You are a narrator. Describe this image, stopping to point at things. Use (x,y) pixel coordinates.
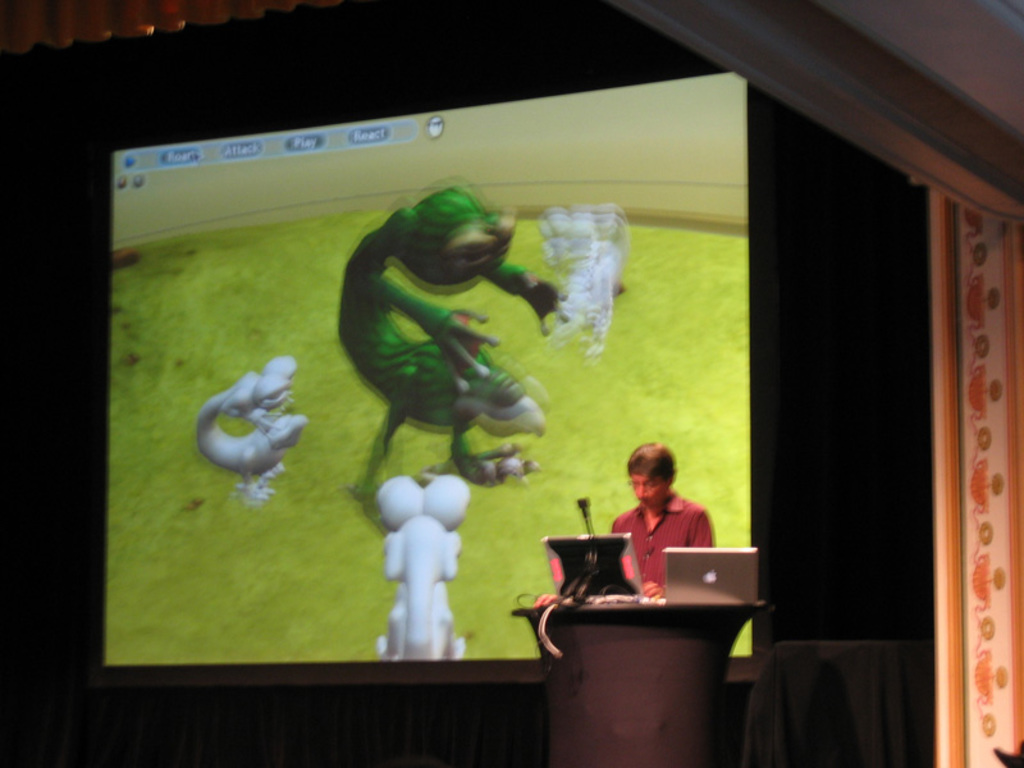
In this image I can see a person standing in front of the podium (625,663), in front (725,590) I can see two laptops (716,570) and microphone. Background (617,353) I can see a projector screen (487,298).
